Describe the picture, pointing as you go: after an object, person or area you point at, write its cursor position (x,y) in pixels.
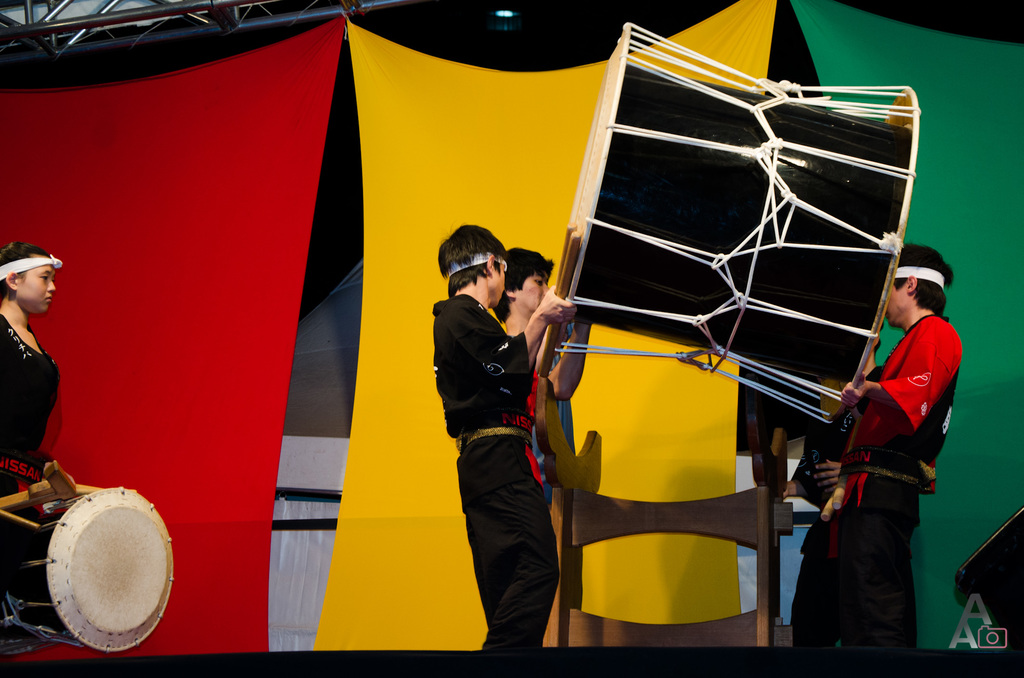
In this picture these persons (528,370) are standing. These persons (483,337) holding drum (682,156). This person (2,273) wear drum (150,528). This person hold sticks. On the background (509,123) we can see curtains (308,121). This is rod (291,16).
